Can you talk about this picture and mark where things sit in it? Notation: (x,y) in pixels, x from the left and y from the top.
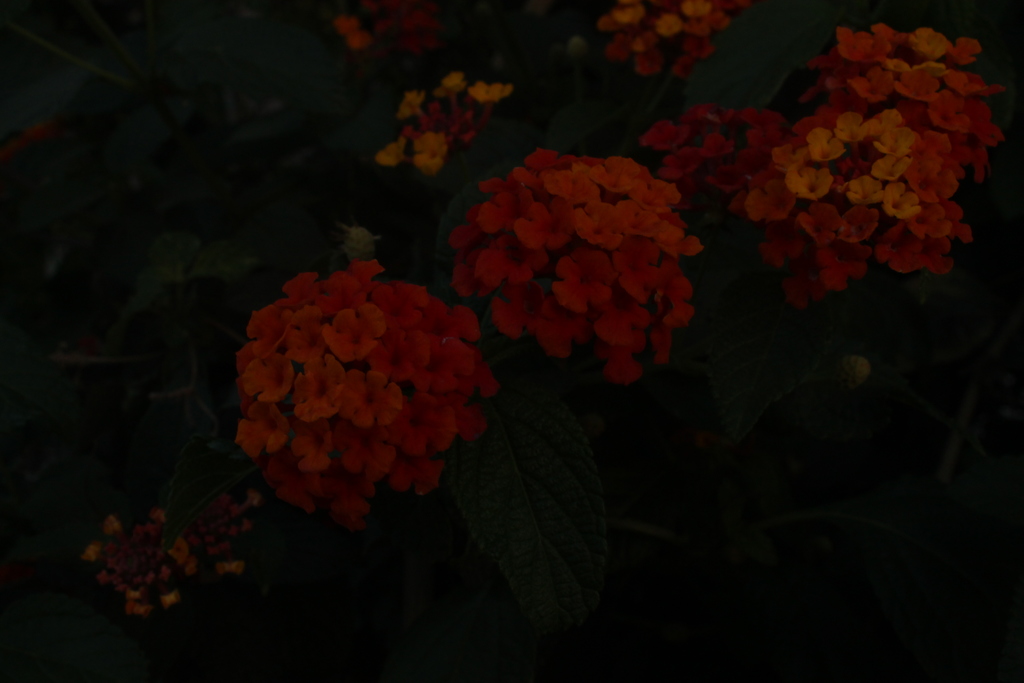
In the image there are many flower plants (566,325) on the land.
